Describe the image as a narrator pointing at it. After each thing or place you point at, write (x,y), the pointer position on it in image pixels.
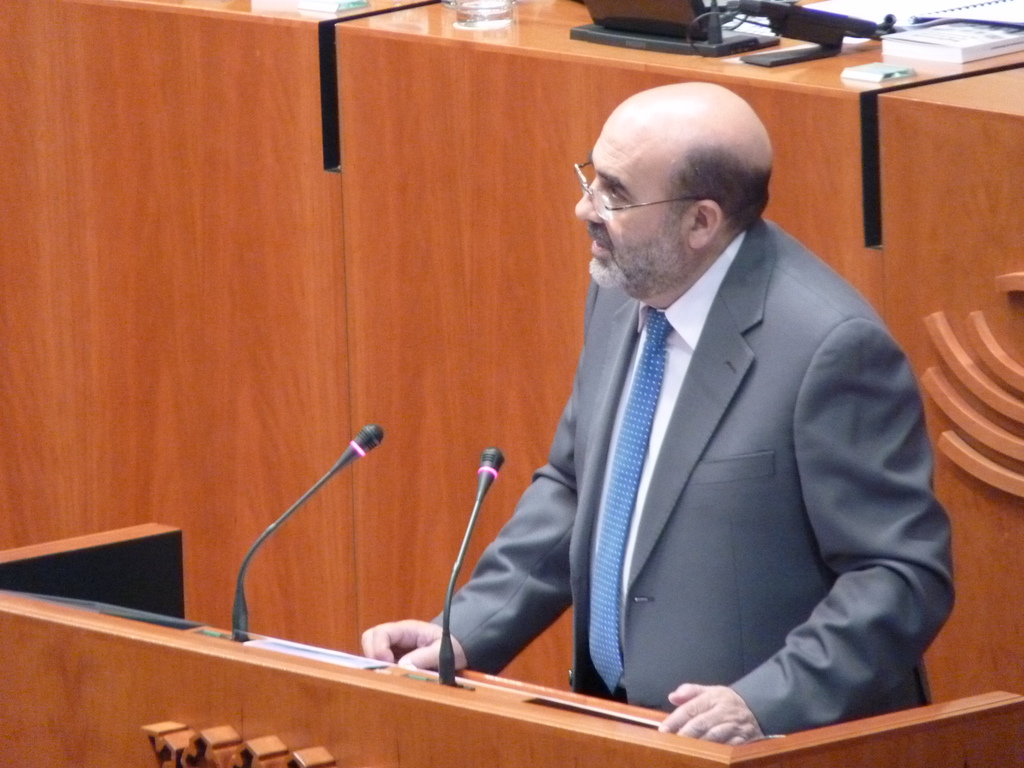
In this image I can see a man (637,424) is standing. The man (480,650) is wearing spectacles (609,201), a tie (635,404), a shirt (711,287) and a coat (695,416). Here I can see microphones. In the background (926,86) I can see some objects (711,33) on a wooden surface (873,52).
